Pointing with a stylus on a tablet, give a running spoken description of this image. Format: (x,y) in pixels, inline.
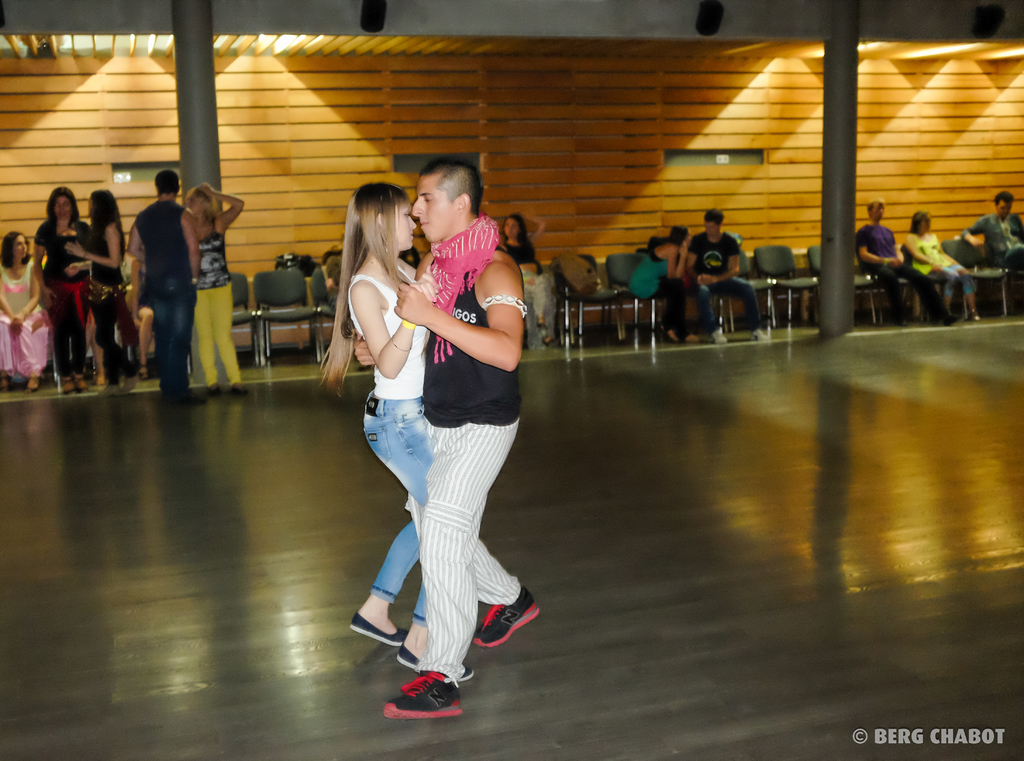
In this image we can see a man (481,323) and a woman (425,296) are holding each other and dancing on the floor (551,635). In the background (82,351) we can see few persons (101,267) are standing on the floor (315,629), few persons (24,239) are sitting on the chairs (621,297), empty chairs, objects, pillars (846,70), lights (893,48) and wooden wall (9,212).
